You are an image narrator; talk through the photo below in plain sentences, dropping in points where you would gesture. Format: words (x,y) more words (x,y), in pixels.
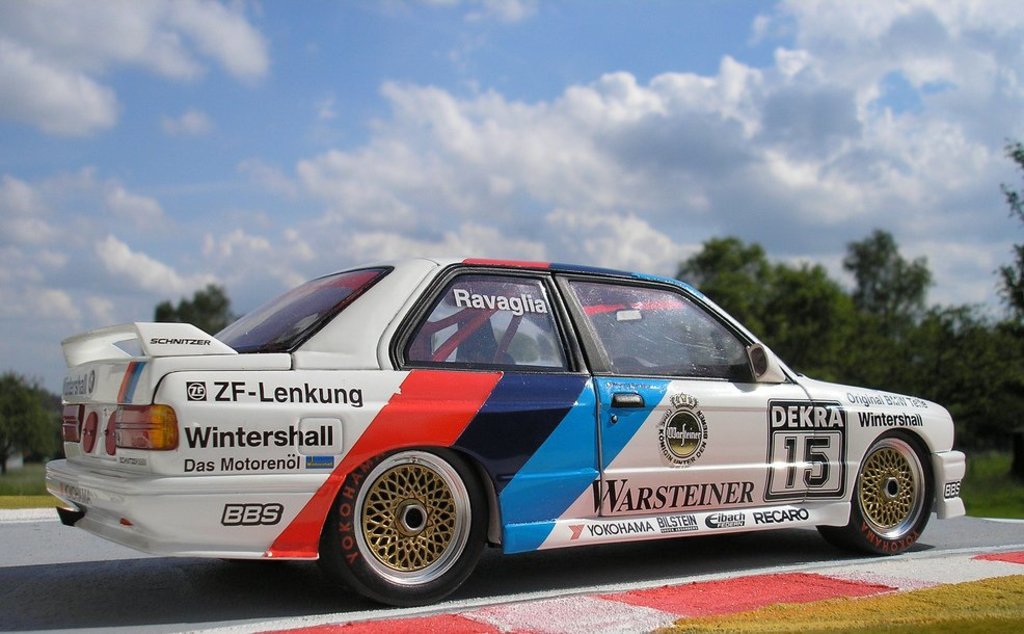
In this image we can see a car (510,401) on the road (669,541) and trees (879,307) in the background (56,408) and sky (772,180) with clouds (396,127) on the top (454,132).
